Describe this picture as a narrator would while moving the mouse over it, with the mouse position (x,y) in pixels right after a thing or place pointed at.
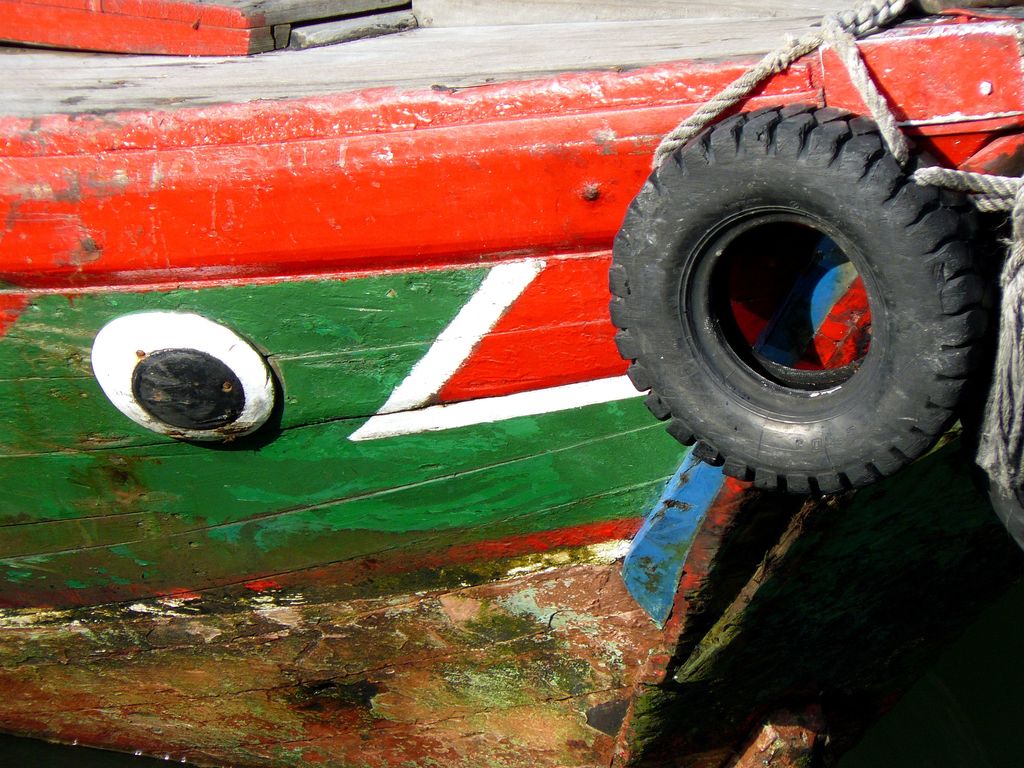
In this image, we can see a wooden object (434,625). Here there is a tyre (700,378) and ropes (1000,341).
